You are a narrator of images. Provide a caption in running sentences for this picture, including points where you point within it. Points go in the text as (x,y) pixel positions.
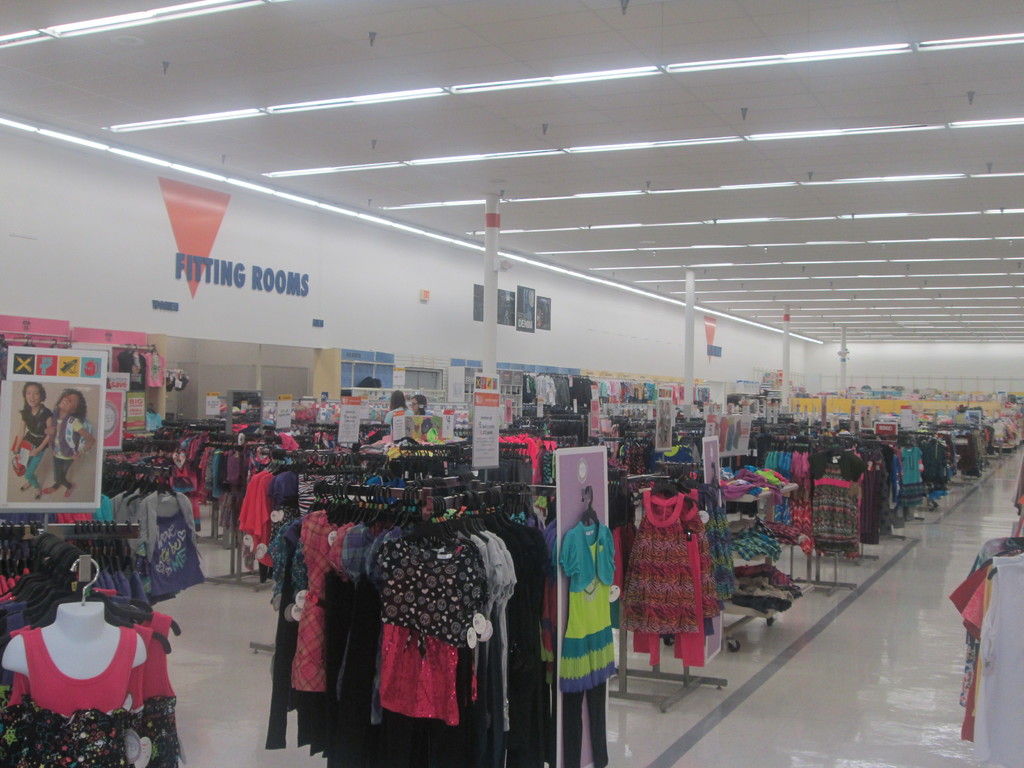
In this image I can see inside view of a hall (873,351). Here I can see number of clothes (571,586) and I can see few people (410,400) over there. I can also see fitting rooms (217,279) is written over here. On left side of this picture (49,413) I can see a photo (16,480) of few people (76,412). I can also see number of lights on ceiling (748,99).
